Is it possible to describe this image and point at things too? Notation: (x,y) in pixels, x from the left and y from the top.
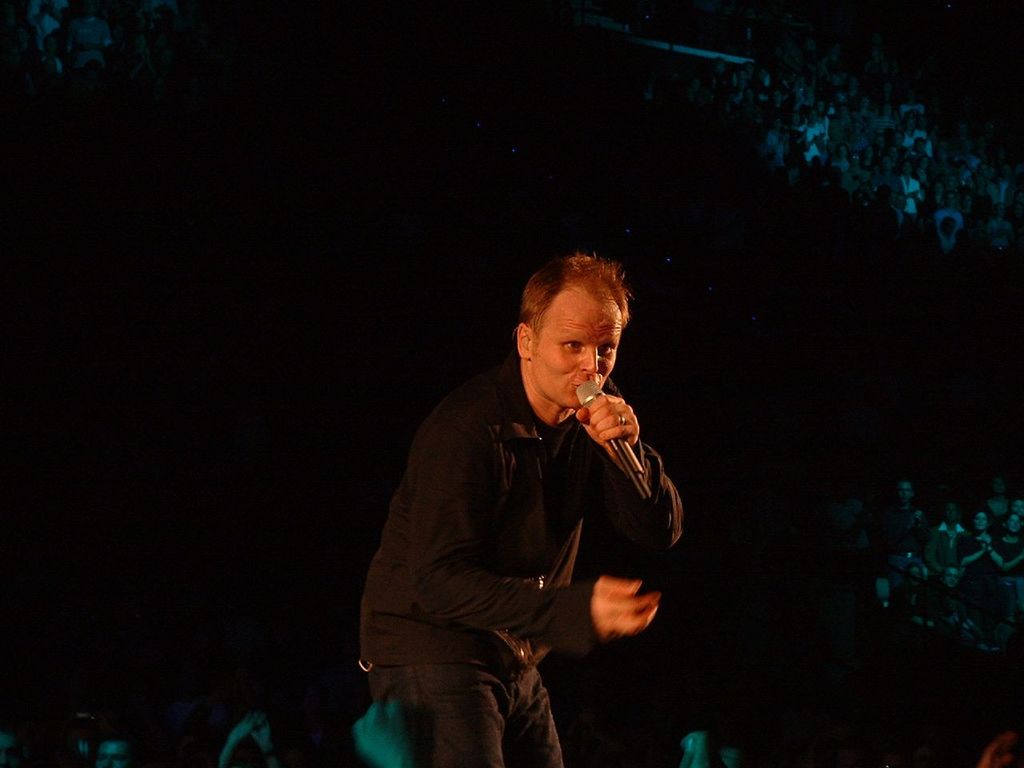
A man (412,480) is standing and singing in the microphone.
